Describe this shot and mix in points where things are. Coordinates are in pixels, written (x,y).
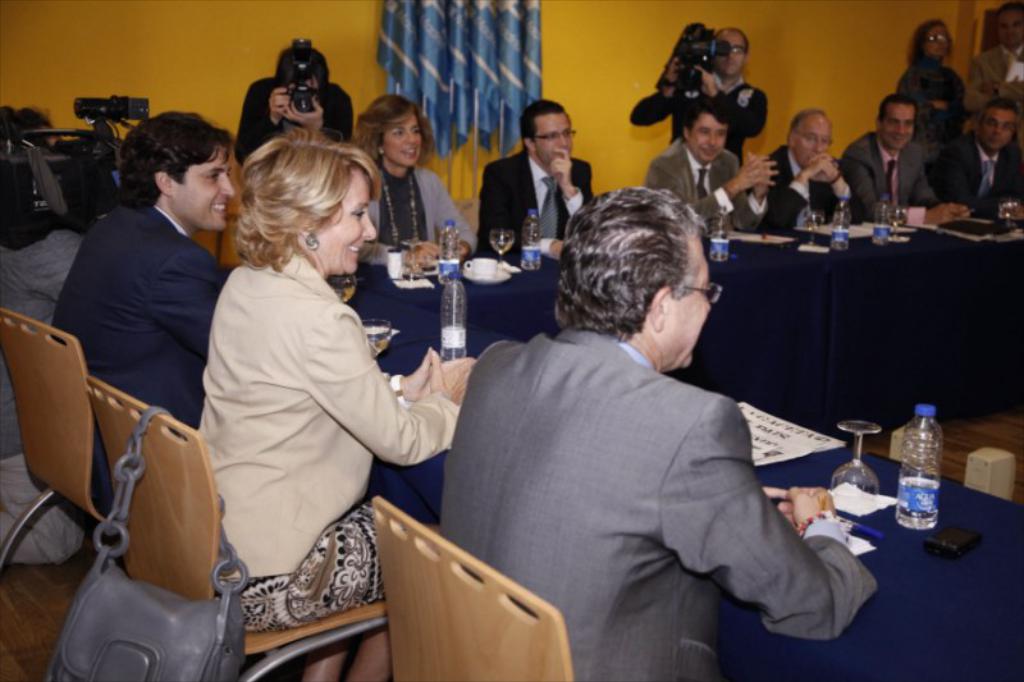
In this image i can see a group of people (556,233) sitting on the chairs (28,348) with the table (792,347) in front of them. On the table (790,360) i can see a water bottle (926,495), a glass (856,443) and few papers (792,436). In the background (341,112) i can see few people (326,112) standing and holding a camera (687,61) in their hands (707,77), a wall (612,60) and few flags (445,49).
